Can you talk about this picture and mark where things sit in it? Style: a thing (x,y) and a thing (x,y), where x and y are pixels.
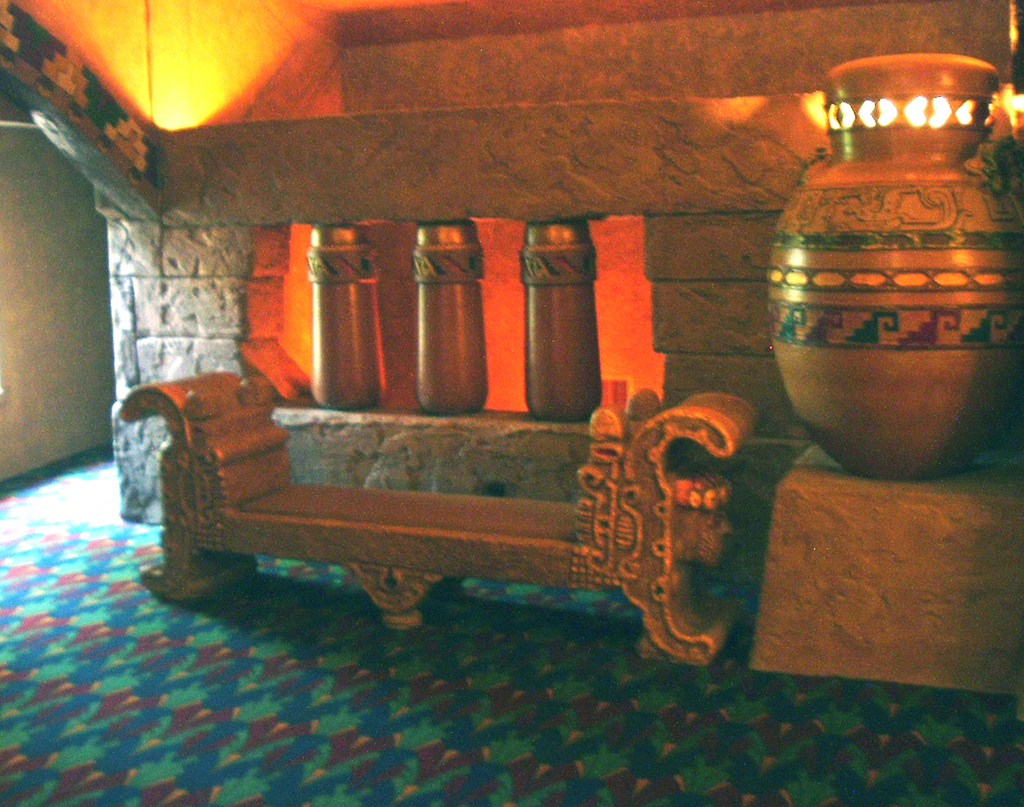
In the foreground of this image (974,264), on the right (906,325), there is the golden pot (946,332). In the middle (660,533), it seems like a bench (671,555). On the bottom (475,723), there is the mat (582,736). In the background (582,180), there is the stone wall (369,173).
